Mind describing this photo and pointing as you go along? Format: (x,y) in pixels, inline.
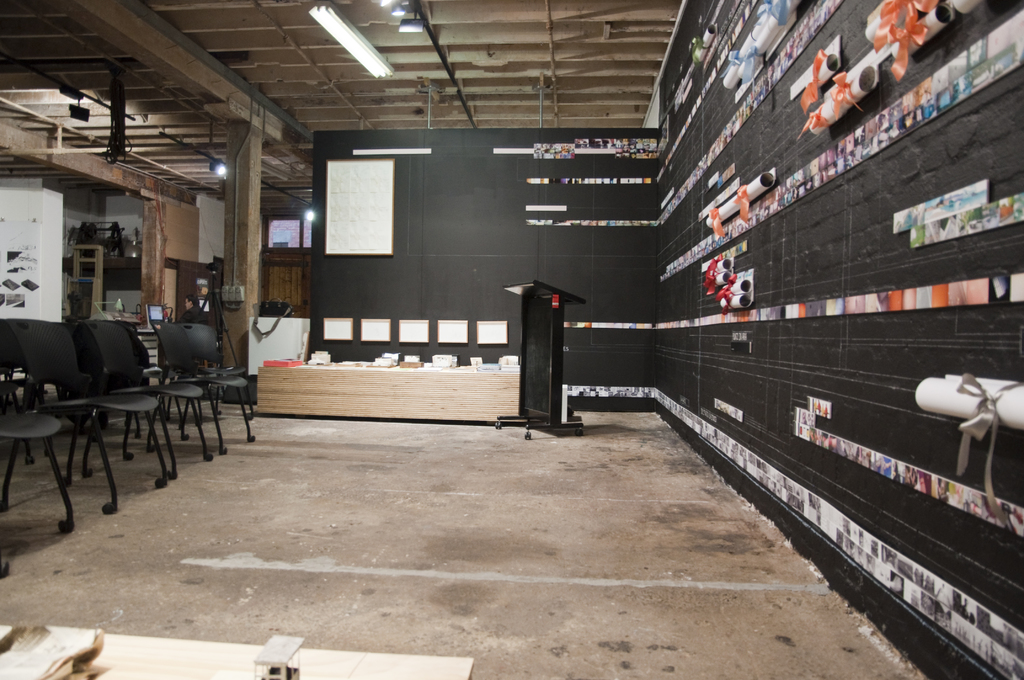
In this image there are a few tables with some stuff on it and chairs (214,376). In the background (453,216) there is a wall (758,265) and there are photos (801,422), paper (714,218) and some other things (714,218) are hanging on the wall (669,295). At the top (266,82) there is a ceiling (296,69).
